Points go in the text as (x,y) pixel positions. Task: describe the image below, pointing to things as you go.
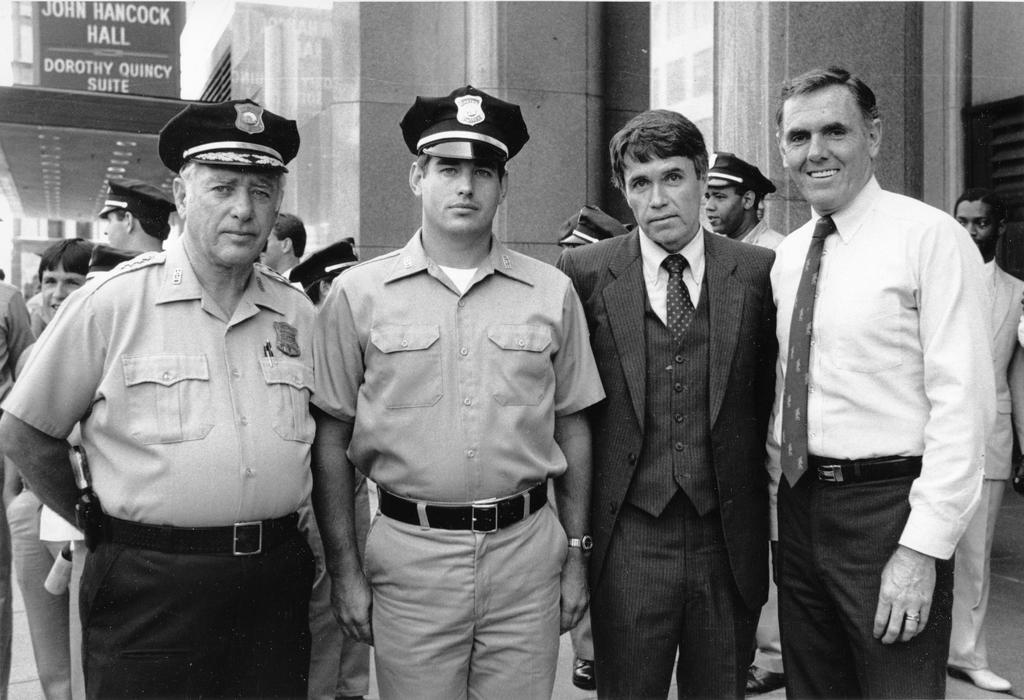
In the middle of the image (454,245) few people (917,312) are standing and one is smiling. Behind them few people (18,298) are standing and there are some buildings (871,50).
